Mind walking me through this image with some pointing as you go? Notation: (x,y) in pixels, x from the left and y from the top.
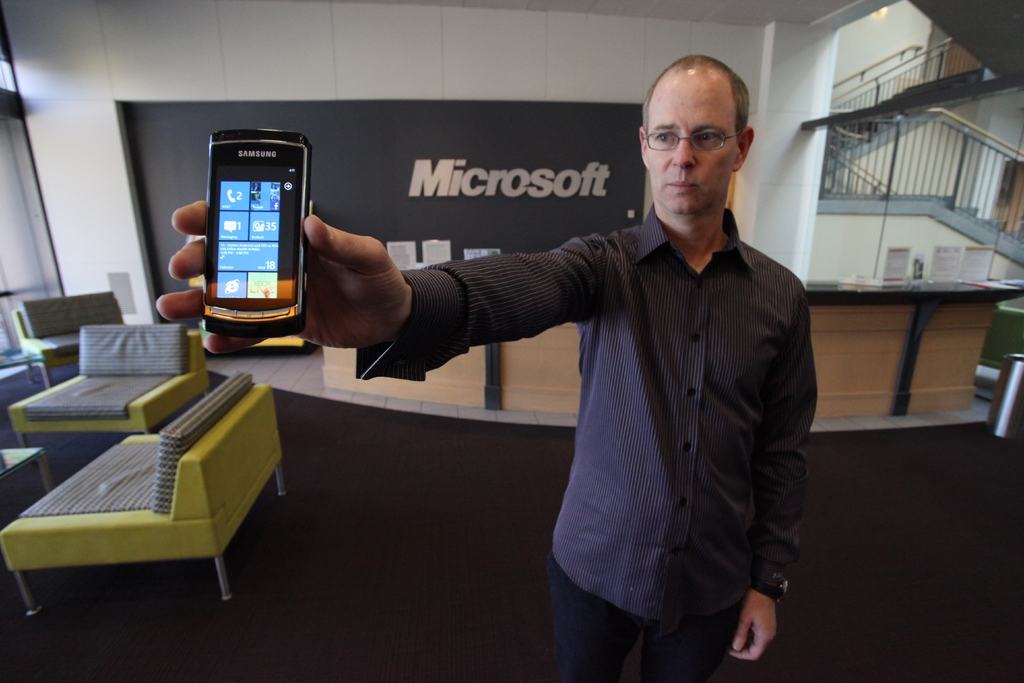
It is a closed room (269,304) in which at the left corner (149,429) three sofas (153,434) are present in yellow color and behind them there is a big table (977,360) with some papers (901,275) on it and at the right corner (843,174) there are stairs (848,187) in the room (864,187) and only one person (620,326) is present in the room (763,175) holding a mobile phone (273,143) in his hands (345,251) and behind him there is a big wall (164,79) on it some text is written.
